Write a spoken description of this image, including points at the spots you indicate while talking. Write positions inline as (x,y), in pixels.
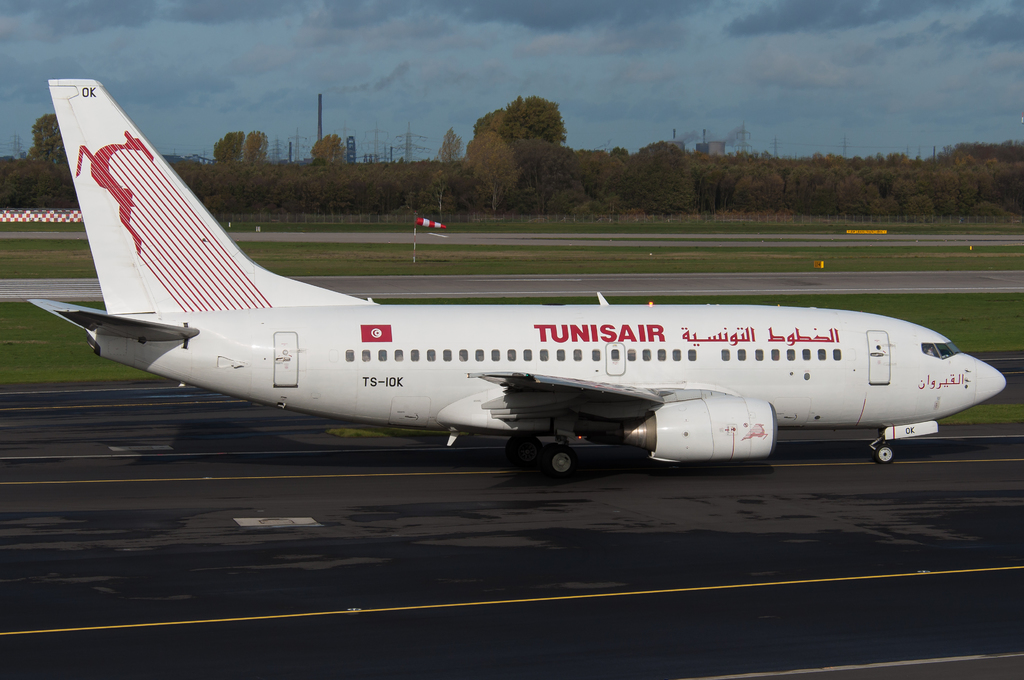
In the image we can see an airplane (562,365), this is a road (606,523), grass (51,379), trees (641,198), electric poles (405,146) and a cloudy sky (692,69).
